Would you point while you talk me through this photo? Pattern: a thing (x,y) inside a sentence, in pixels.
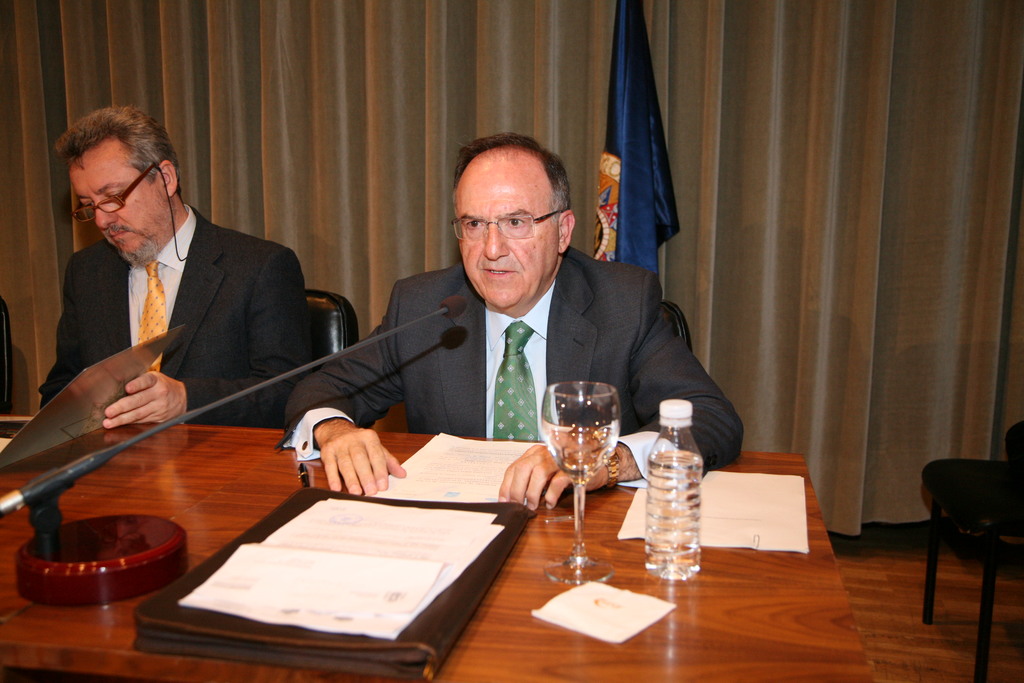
In this image there are 2 persons (281,353) sitting in the chair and in table (538,674) there are file (361,639), papers (472,549), glass (600,574), bottle (683,429), chair (1014,429), flag (661,188), curtain (258,232), microphone (94,461).
